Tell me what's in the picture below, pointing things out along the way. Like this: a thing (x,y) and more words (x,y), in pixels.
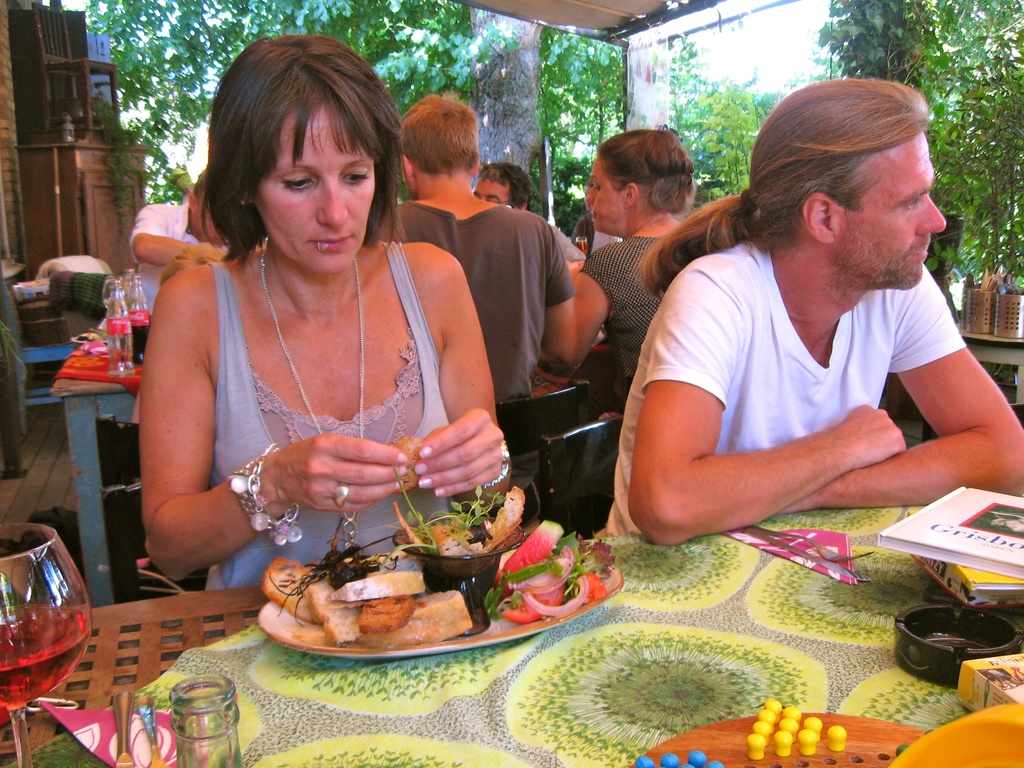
In this image, there are a few people (485,326) sitting. We can see some tables (78,463) with objects (302,573) like food items (551,571), glasses (70,619), bottles (116,358) and some books (939,539). We can see the ground (61,489) and some cloth (75,291). We can see a desk (97,215) with a chair (89,67). We can see some objects (965,293) on the right (975,295). There are a few trees (529,108). We can also see some objects (751,721) at the bottom (755,753).
